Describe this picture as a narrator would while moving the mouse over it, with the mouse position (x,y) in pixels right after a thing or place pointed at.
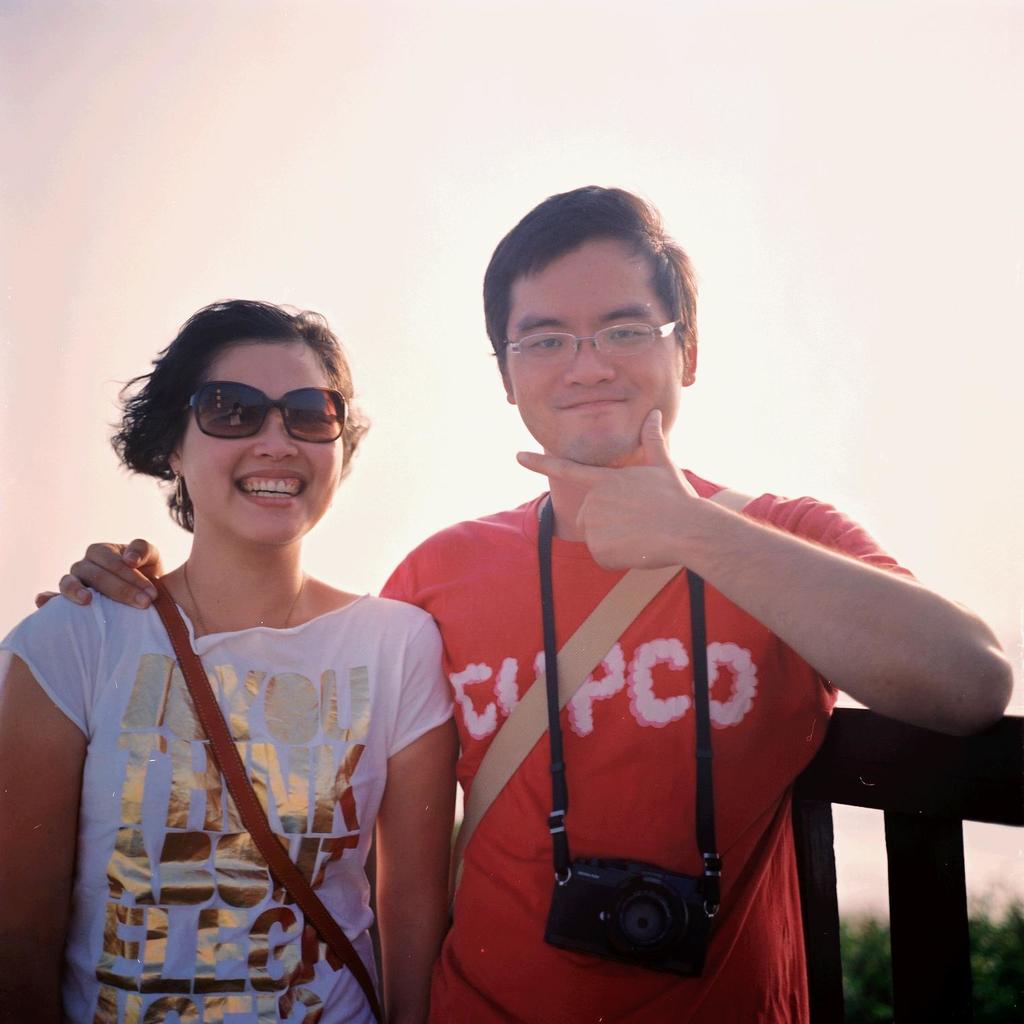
In this image I can see two people (442,813) with red and white color dresses (374,809). I can see one person (519,948) with the camera (566,920). To the side I can see the railing (901,835). In the background (868,861) I can see the trees (973,931) and the sky (570,61).
